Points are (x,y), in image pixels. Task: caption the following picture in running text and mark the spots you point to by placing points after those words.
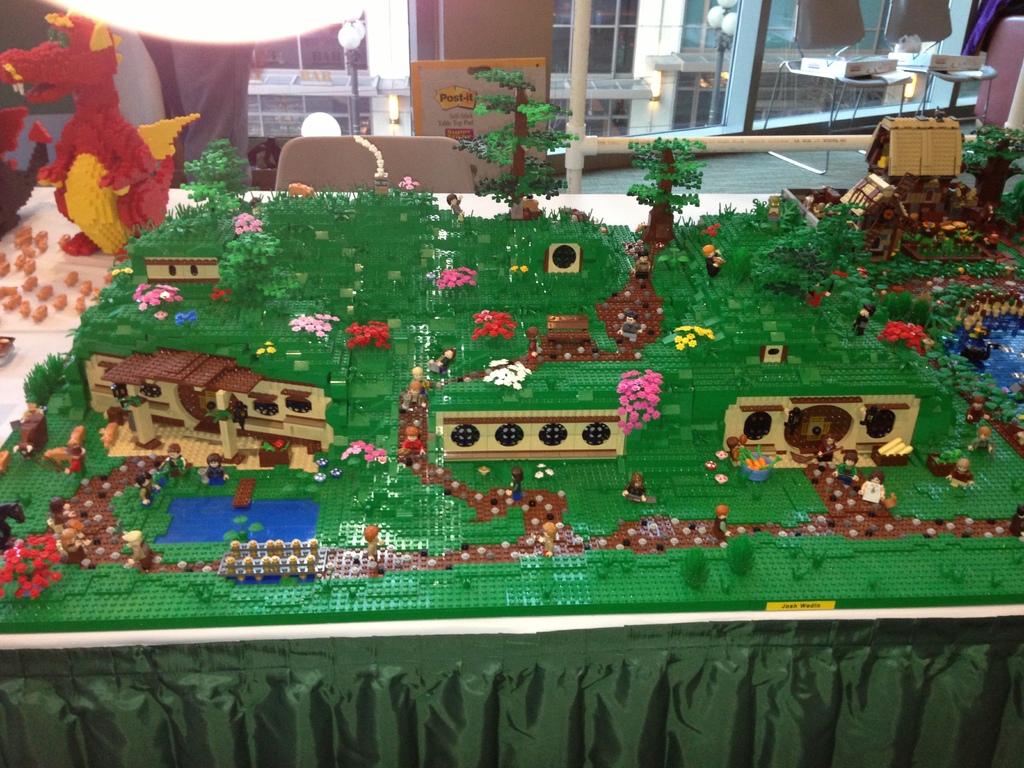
In this image I can see few Lego sets (236,215) in the front (448,435). In the background (343,166) I can see few chairs (1014,28), few lights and a building (306,93).
